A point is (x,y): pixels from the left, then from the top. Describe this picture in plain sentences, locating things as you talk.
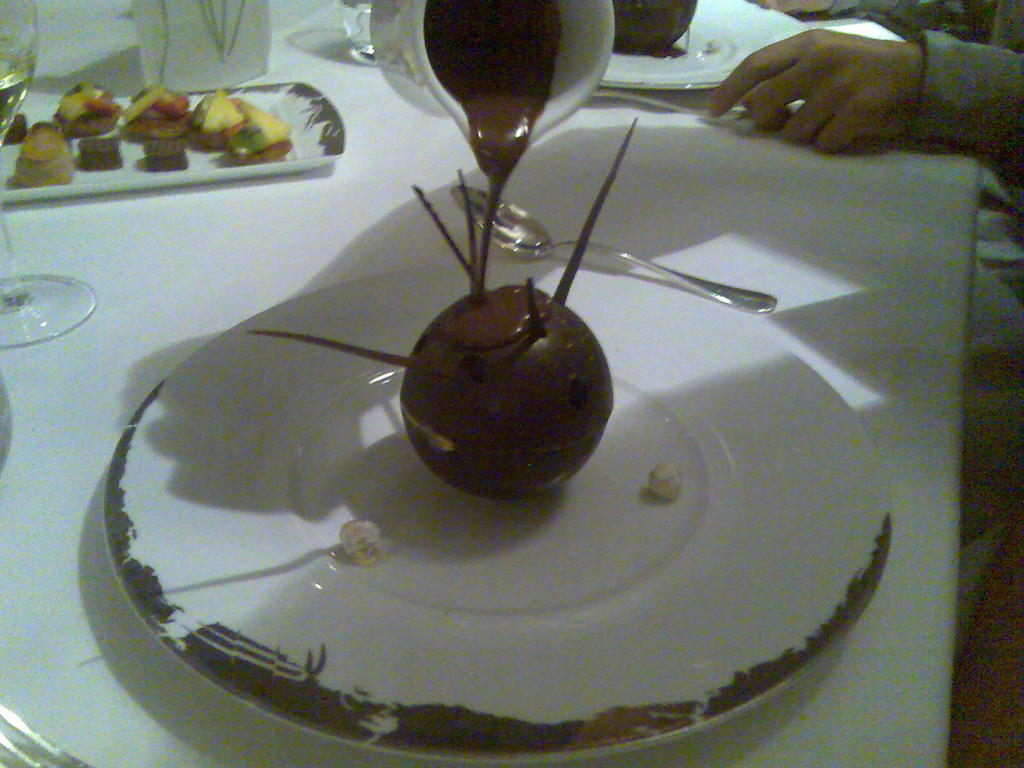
In this image on the table (134,269) there are some food items (166,171) on a plate (135,174), beside the plate (135,157) there are glasses (61,288), forks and some other objects (458,204) and there are a person's hand (823,44), at the top of the image (488,27) there is a mug (452,46) with chocolate sauce (485,143) pouring into a food item (484,298) on a plate (562,331).
